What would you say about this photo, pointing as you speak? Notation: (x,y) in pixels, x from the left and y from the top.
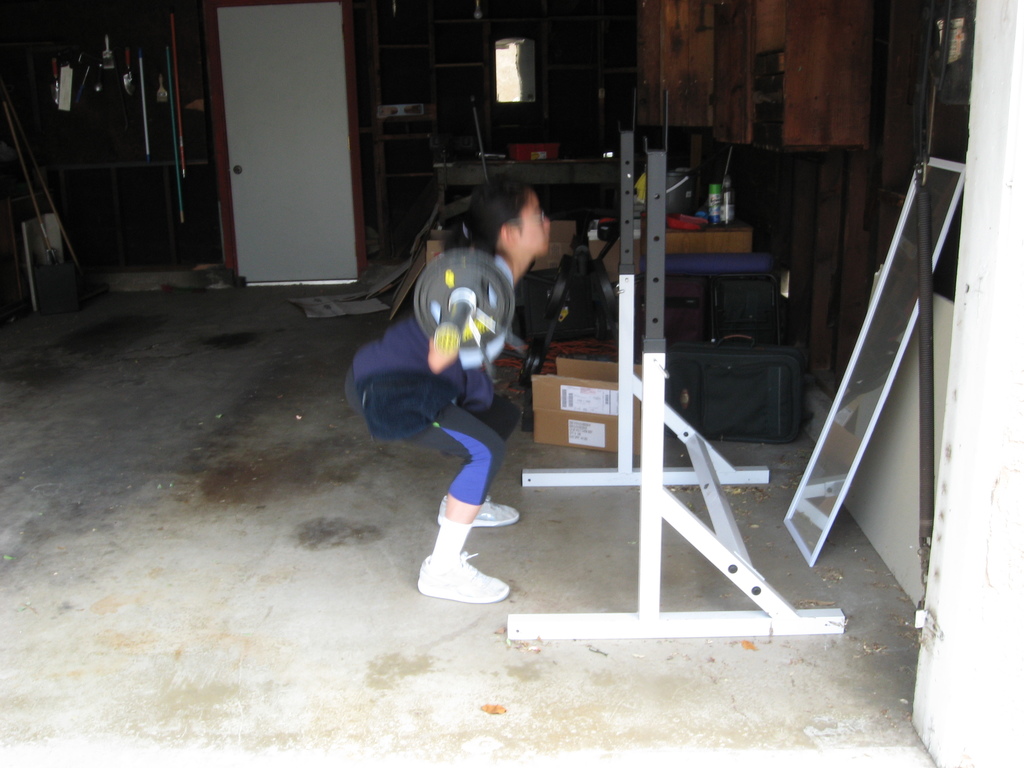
In the picture we can see a garage area (1020,515) where a person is bending and lifting the weight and front of the person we can see weights stand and in the background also we can see some pillar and boxes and bags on the floor (266,753).
